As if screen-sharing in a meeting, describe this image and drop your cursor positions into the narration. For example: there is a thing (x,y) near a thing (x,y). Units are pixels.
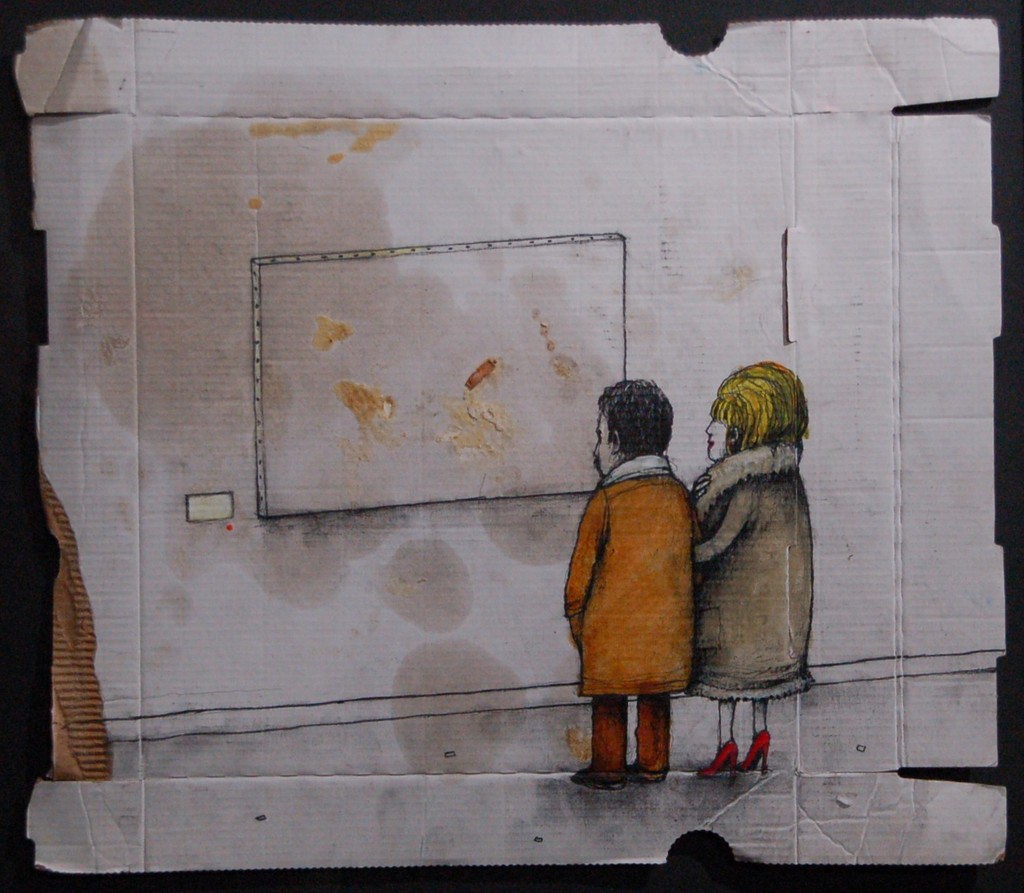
In the picture we can see a cardboard (921,157) with a white color paper (769,328) on it with some drawing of man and woman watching a board (410,373) and some cream particles (470,413) on it.
